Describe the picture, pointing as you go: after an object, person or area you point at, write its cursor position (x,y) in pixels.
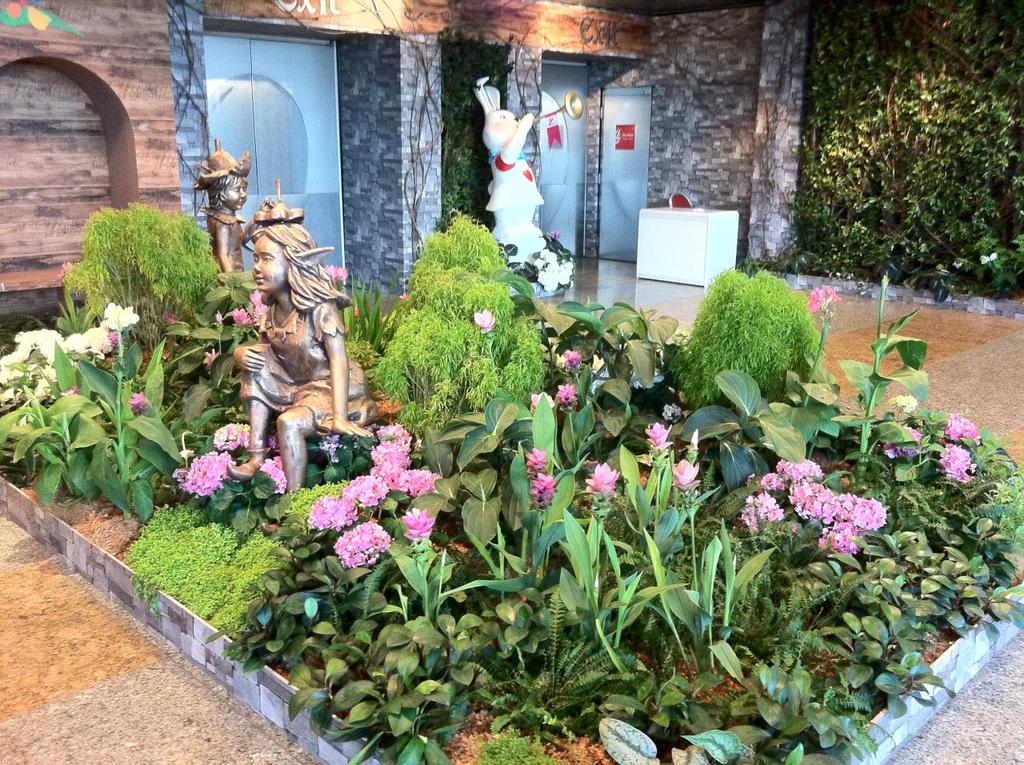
In this image there are plants (484,385) with flowers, sculptures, table (716,219), chair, doors (629,210).
